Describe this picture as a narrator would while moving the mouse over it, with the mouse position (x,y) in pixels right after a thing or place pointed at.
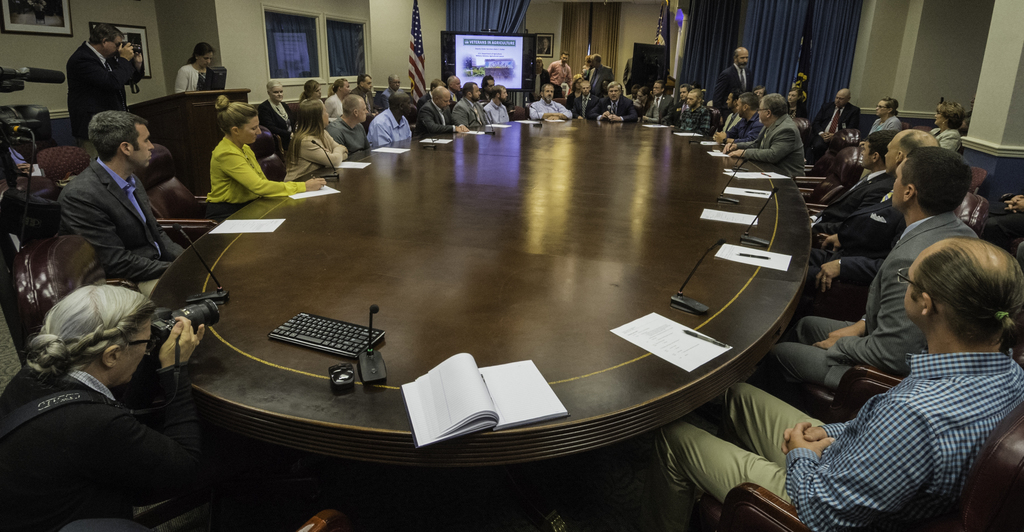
Here we can see some persons (335,94) are sitting on the chairs (725,511). This is table (497,264). On the table (463,244) there is a keyboard (293,341), mouse (339,363), mike's (371,357), book (475,380), and papers (258,227). There is a screen (519,53) and this is flag (424,82). Here we can see two persons (133,330) are holding a camera (170,327) with their hands (183,356). This is wall (230,30) and there is a window (312,41). On the background (761,36) there is a curtain (766,59). And this is frame (49,18).
